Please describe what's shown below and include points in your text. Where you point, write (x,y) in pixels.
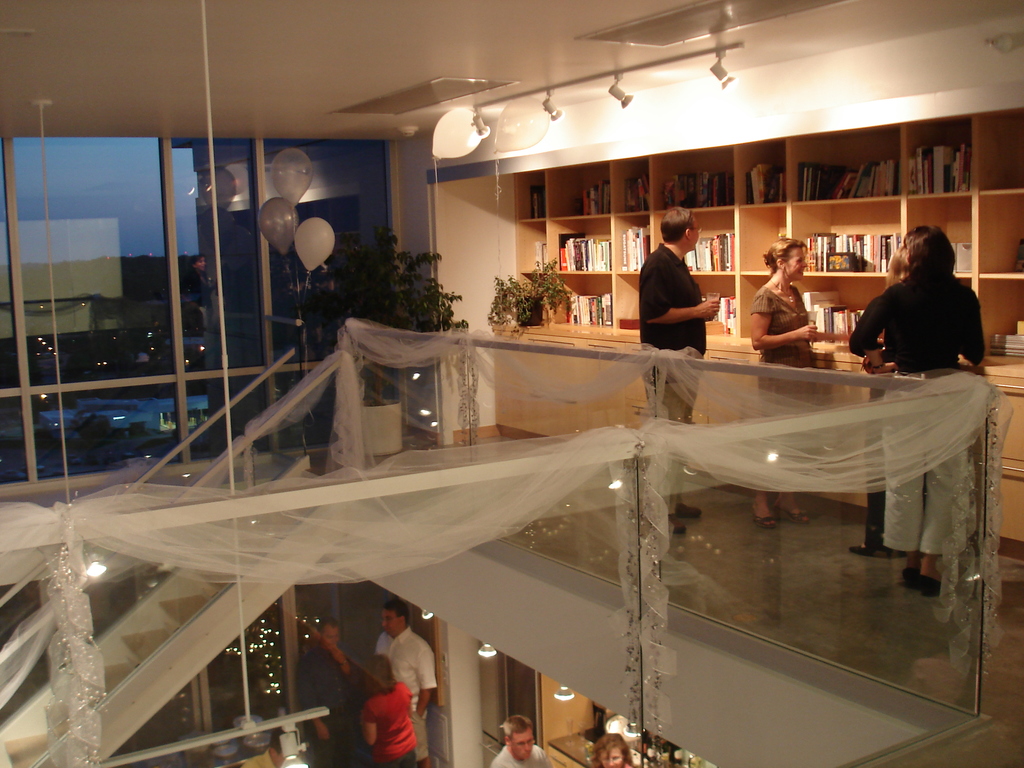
In this picture I can see few people (428,699) standing and I can see books (804,248) in the book shelves (773,231) and I can see balloons (331,243) and few lights (565,687) on the ceiling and I can see decoration cloth (210,521) and from the glass (102,367), I can see buildings (160,398) trees (98,340).
